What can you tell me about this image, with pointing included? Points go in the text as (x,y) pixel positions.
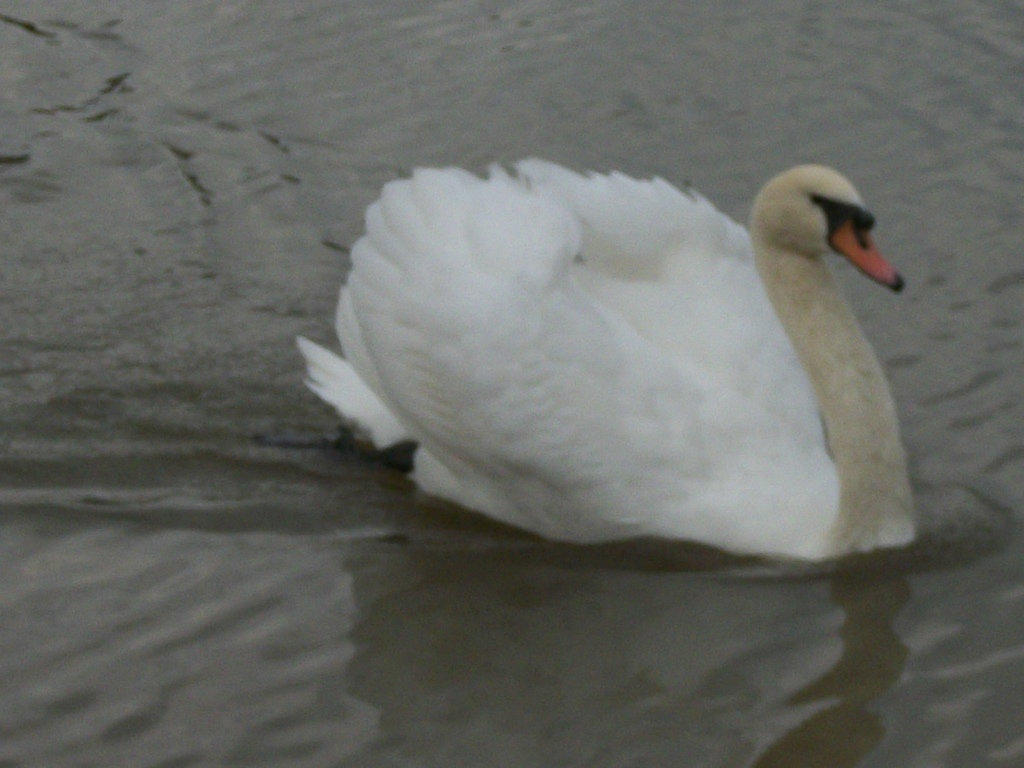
In this picture we can see one swan (505,428) is laying on the water (21,487).
